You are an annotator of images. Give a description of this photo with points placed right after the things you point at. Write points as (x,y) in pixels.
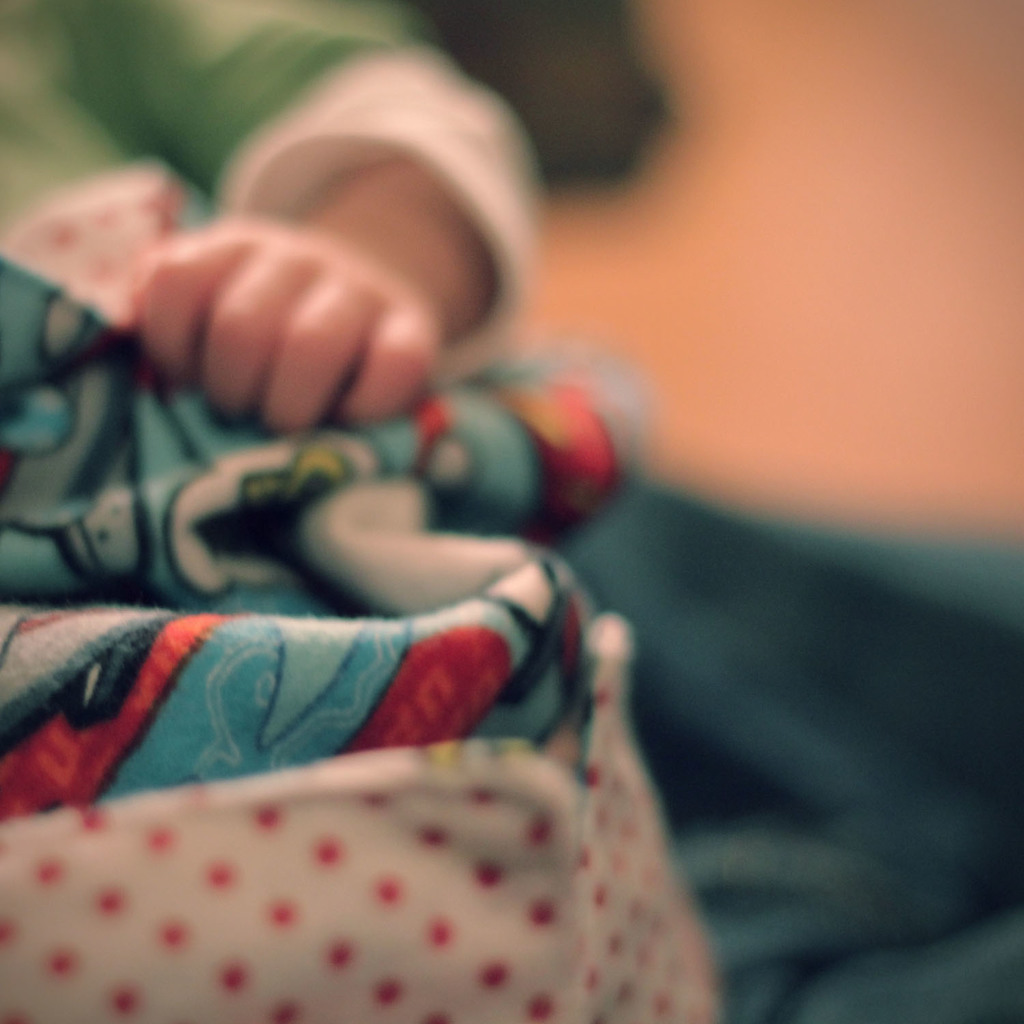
In this picture I can see a person's hand (466,286) at the top (448,233), in the middle (508,432) it looks like a blanket (368,647).
